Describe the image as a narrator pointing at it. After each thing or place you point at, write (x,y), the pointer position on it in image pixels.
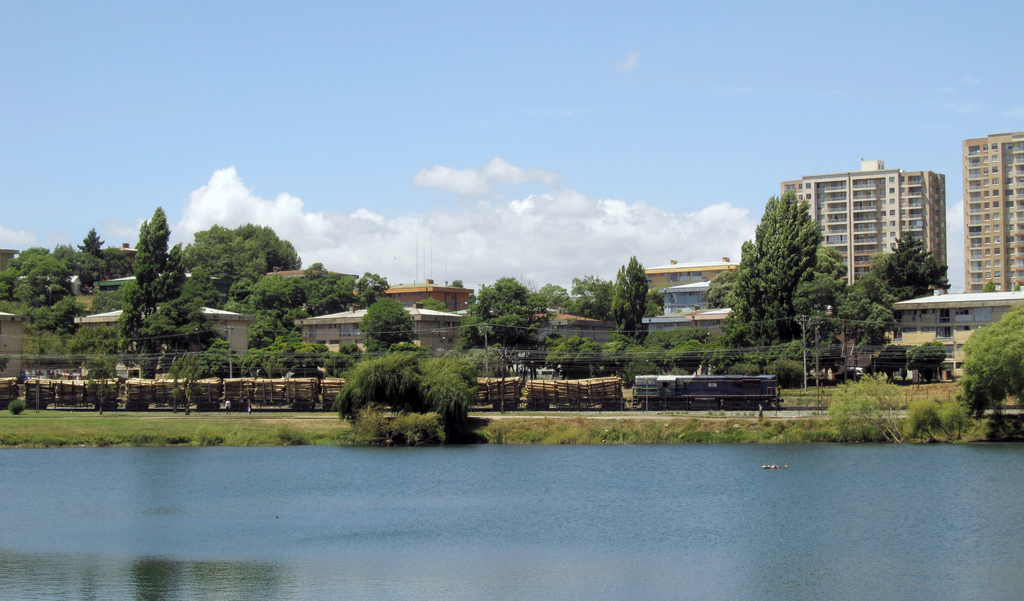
In this picture we can see the buildings (656,271), trees (484,317), poles (509,352), fencing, goods train (656,382), railway track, grass (227,422). At the bottom of the image (610,479) we can see the water (583,501). At the top of the image (376,172) we can see the clouds (496,157) are present in the sky (397,160).
